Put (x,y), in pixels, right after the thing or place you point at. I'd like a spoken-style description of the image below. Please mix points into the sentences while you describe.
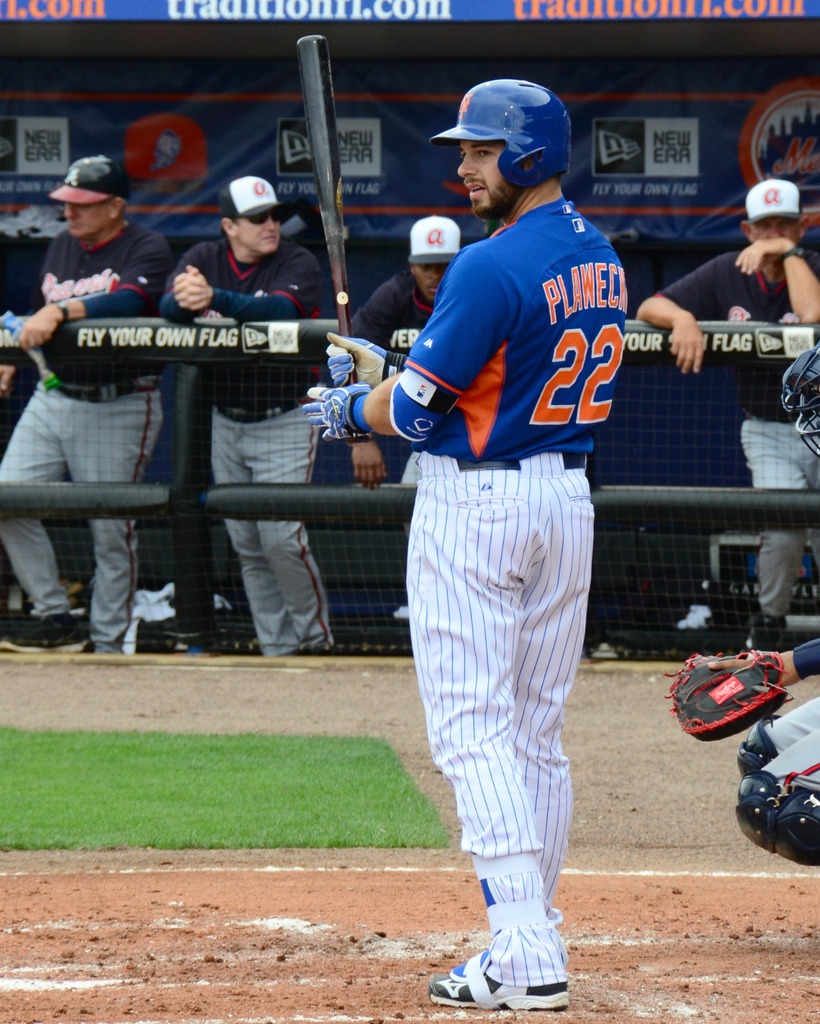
In this image we can see a ground (224,889), there is a person (451,376) standing and holding a bat (330,208), there are people (217,392), there is a fencing (223,501).
